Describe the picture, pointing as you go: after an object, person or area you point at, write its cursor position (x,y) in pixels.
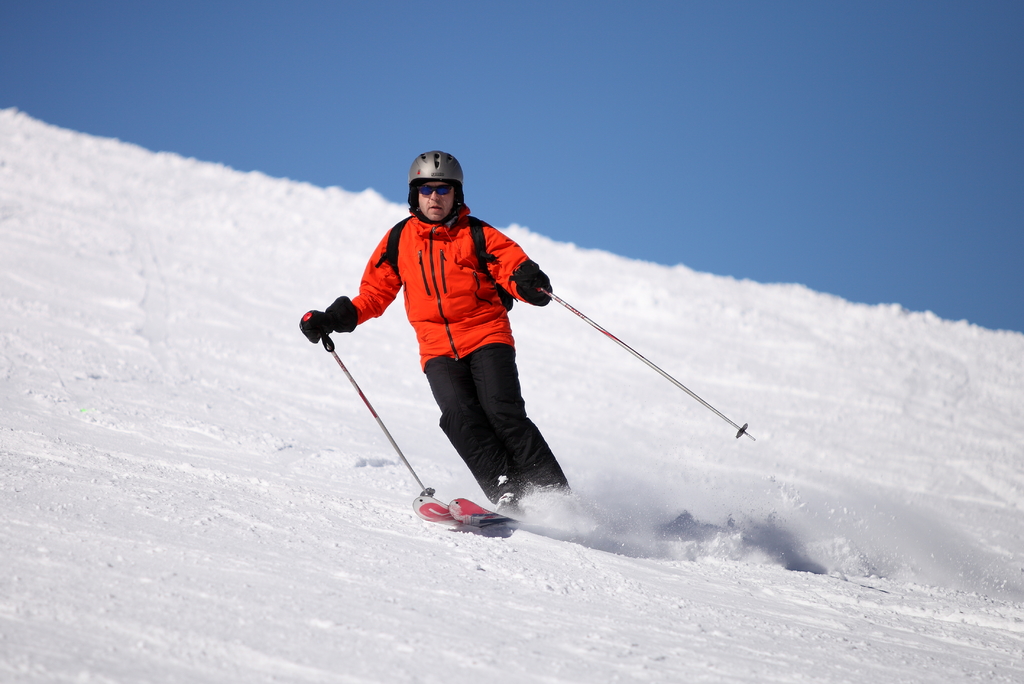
In this image in the center (416,243) there is one person (470,432) who is holding sticks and he is on skis (485,508) and skiing, at the bottom (471,477) there is snow (680,595) and at the top of the image (549,147) there is sky (639,147).
